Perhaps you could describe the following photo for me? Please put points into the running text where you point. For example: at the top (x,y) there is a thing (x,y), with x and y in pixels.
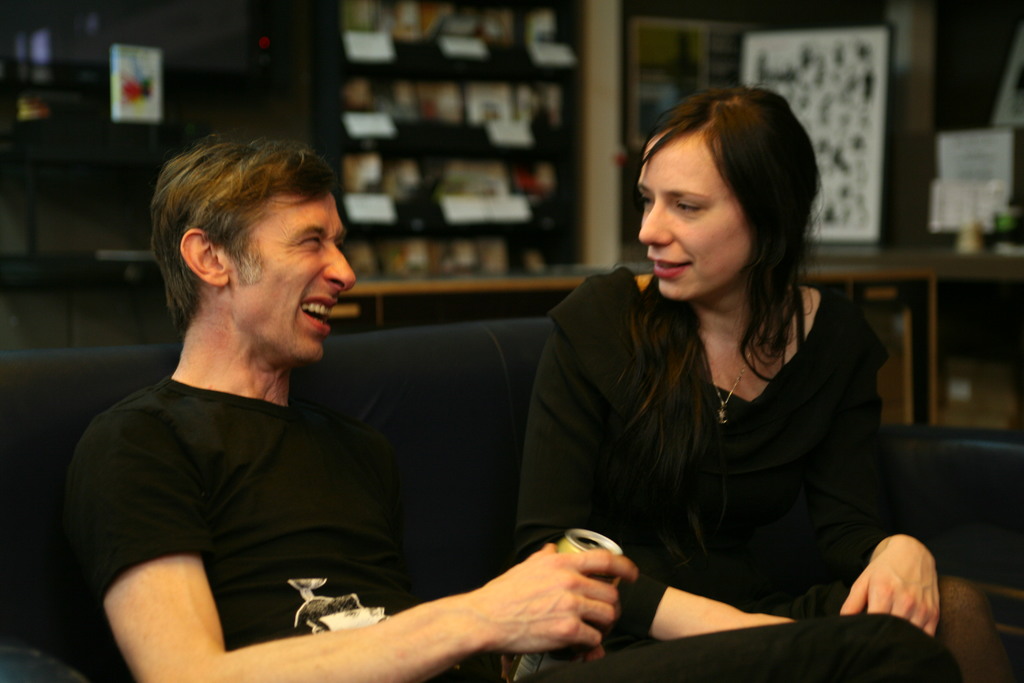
In the foreground of the picture (75,461) there are couple (848,493) sitting in a couch (461,471), they are wearing black dress (305,509). The background (18,203) is blurred. In the background (489,88) there are desk (953,261), closet (467,123), books (119,84), posters (779,86), board (783,72) and many objects (543,56).
